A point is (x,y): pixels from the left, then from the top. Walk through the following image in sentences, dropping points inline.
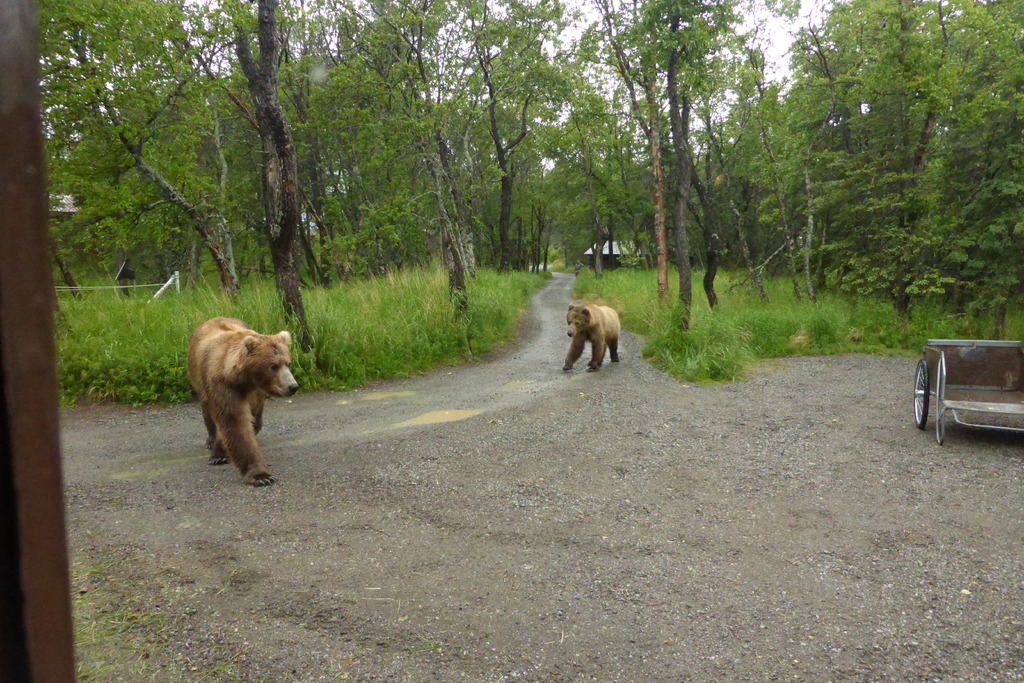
In this image in the center (576,358) there are animals (278,390) walking. On the right side (1002,403) there is a vehicle (999,404). In the background (410,292) there is grass (483,285) on the ground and there are trees (500,188).
